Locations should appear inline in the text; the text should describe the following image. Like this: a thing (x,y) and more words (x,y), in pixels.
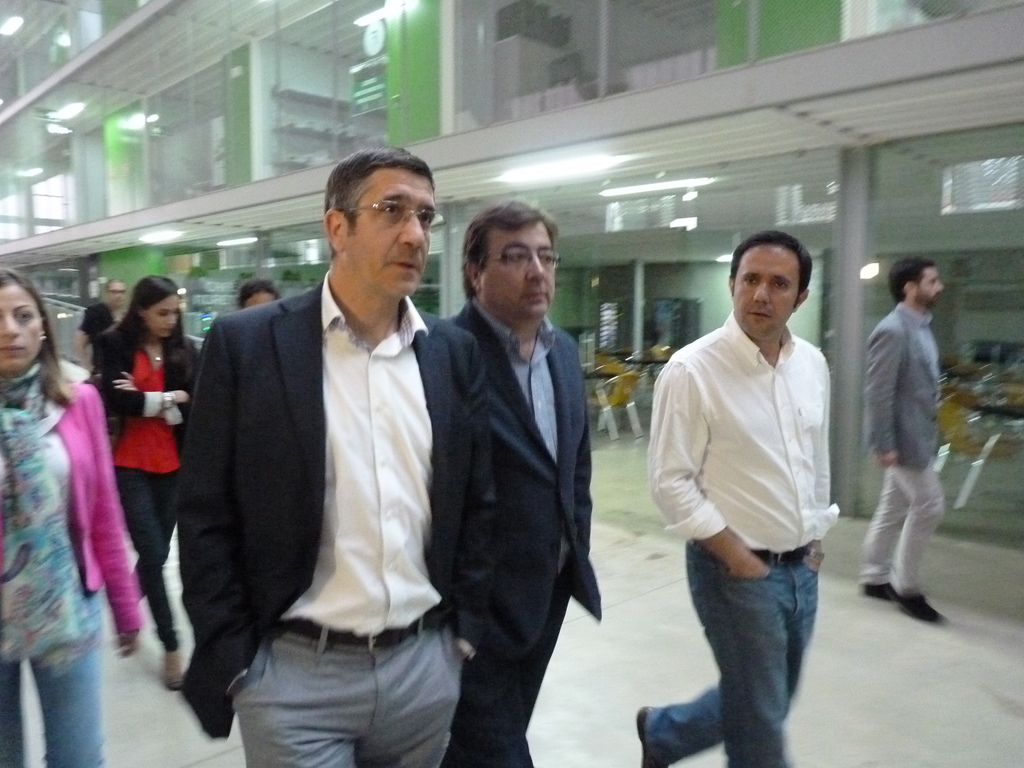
Here men (496,446) and women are walking, this is a building (576,138).
